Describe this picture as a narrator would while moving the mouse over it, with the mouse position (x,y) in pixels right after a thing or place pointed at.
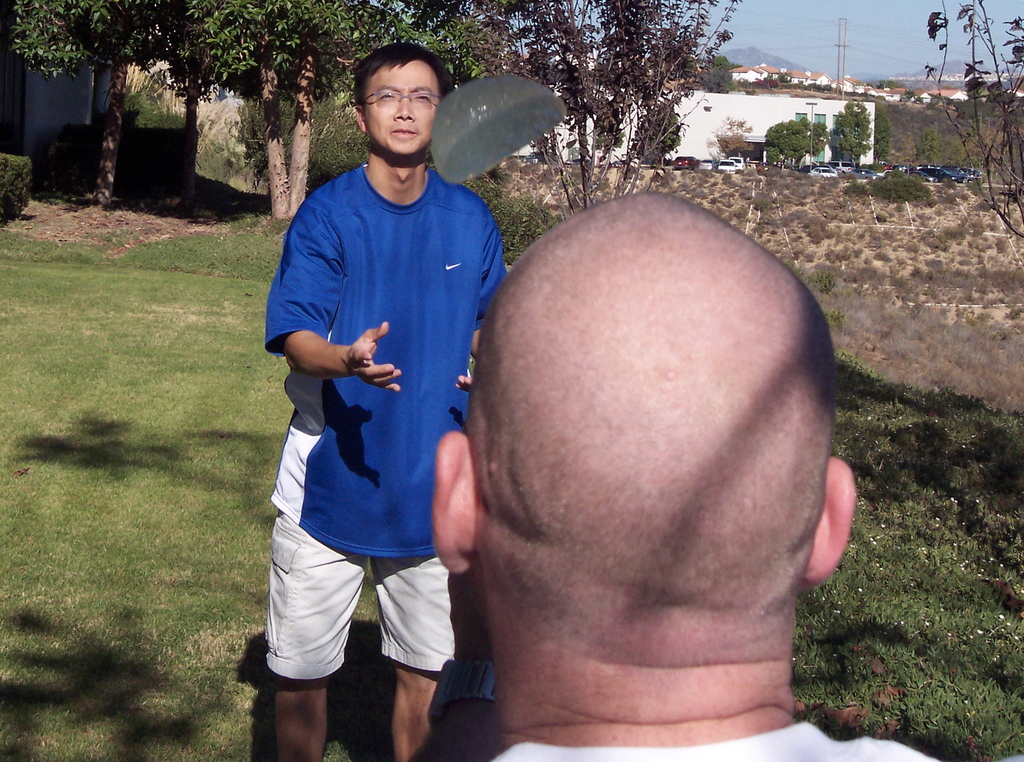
In the foreground of the image (367,304) there are two persons (431,262). In the background of the image (103,0) there are trees (731,88), houses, electric poles (838,78). At the bottom of the image (147,670) there is grass (90,662). There are cars (935,167) to the right side of the image (950,171).
